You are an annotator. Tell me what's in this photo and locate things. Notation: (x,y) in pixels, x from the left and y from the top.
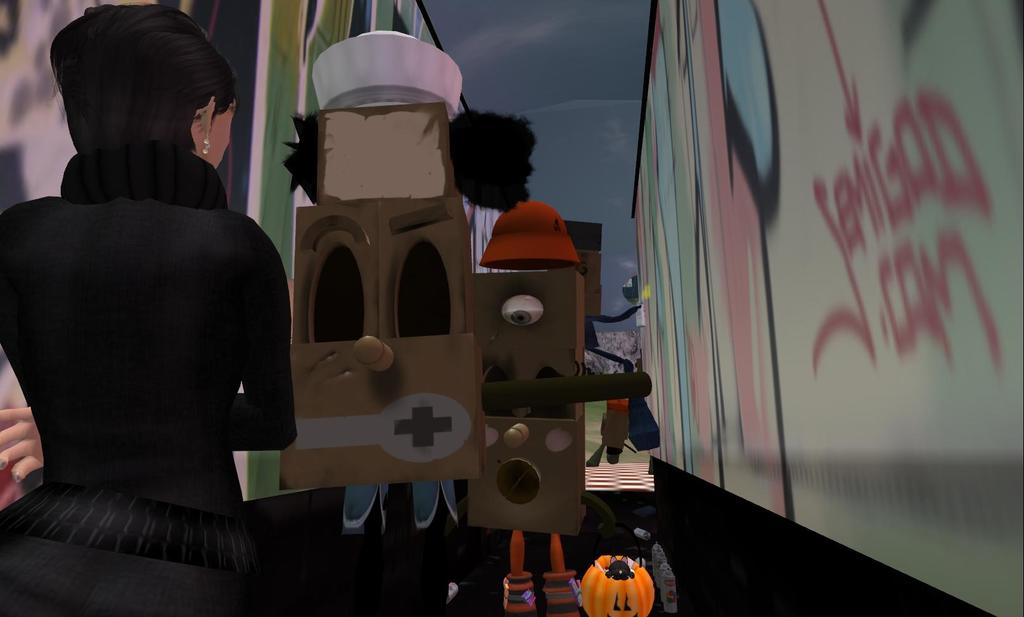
In the image we can see there is an animation picture in which there is a woman (145,405) standing and in front of her there are robot toys (573,357) standing on the ground (540,555). There are wall (711,269) and there is graffiti (884,238) done on the wall (884,317).
